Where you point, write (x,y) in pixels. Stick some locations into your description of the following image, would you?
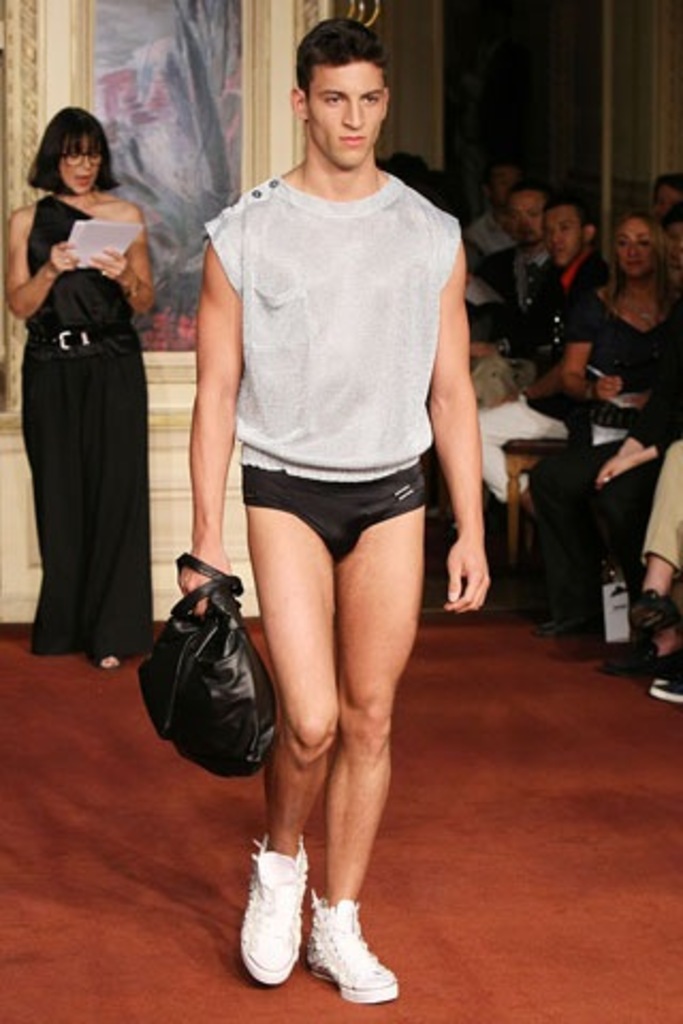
In this image there is a person (297,585) holding a bag (224,714) and he is standing. At the back (86,323) there is a woman (105,334) with black dress (114,541), she holding paper (71,241) and at the right side of the image (574,259) there is a group of people (621,472). At the back (152,54) there is a frame (159,71) on the wall (162,378).
